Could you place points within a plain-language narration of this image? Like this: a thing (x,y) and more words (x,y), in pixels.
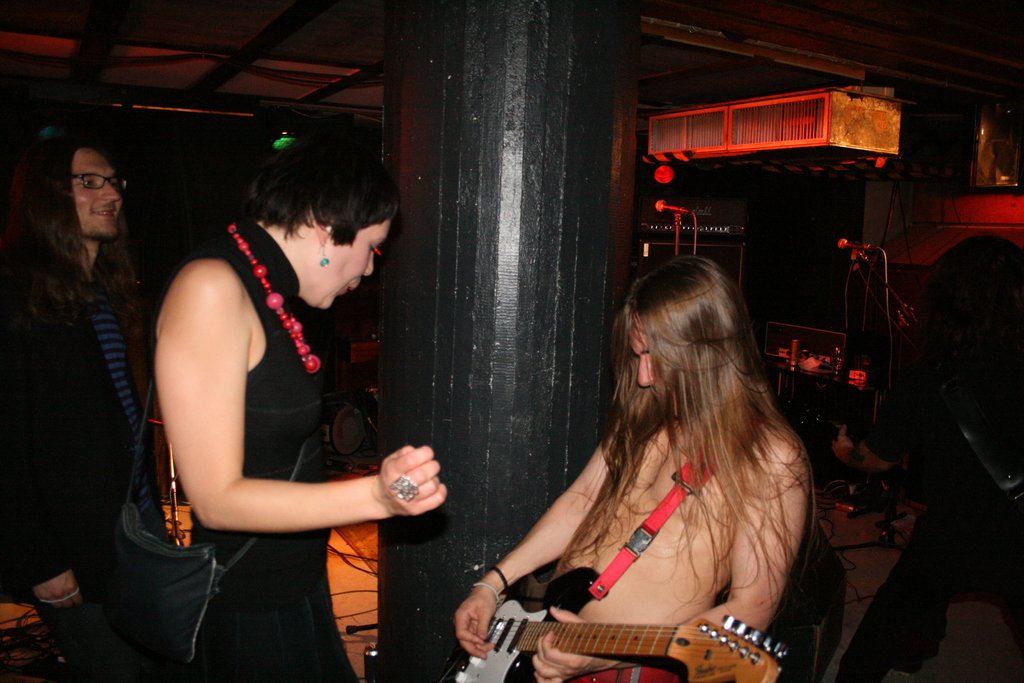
In this picture we can see three persons (550,679). He is playing guitar (599,629). This is a pillar (514,193). Here we can see mics (846,243) and these are some musical instruments (801,341).
